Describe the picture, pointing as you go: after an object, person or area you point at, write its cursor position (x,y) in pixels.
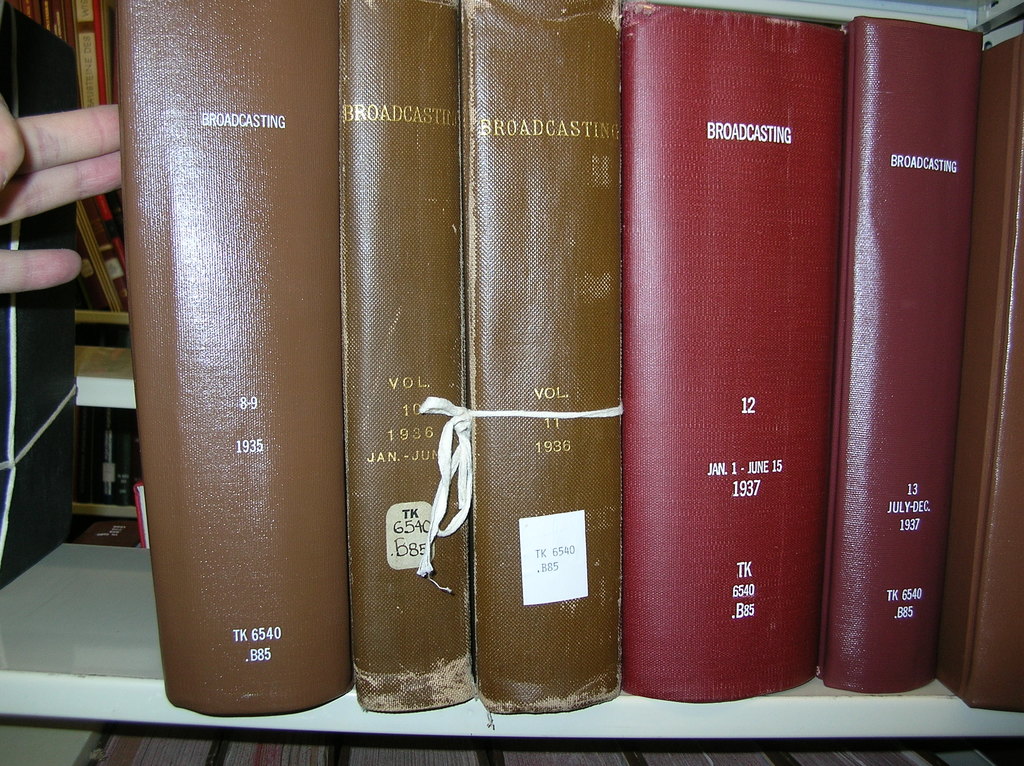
In this image I can see a human hand (57,173) touching a book (145,113) which is brown in color. I can see a white colored rack (129,648) and in the rack (147,662) I can see number of books (549,334).
